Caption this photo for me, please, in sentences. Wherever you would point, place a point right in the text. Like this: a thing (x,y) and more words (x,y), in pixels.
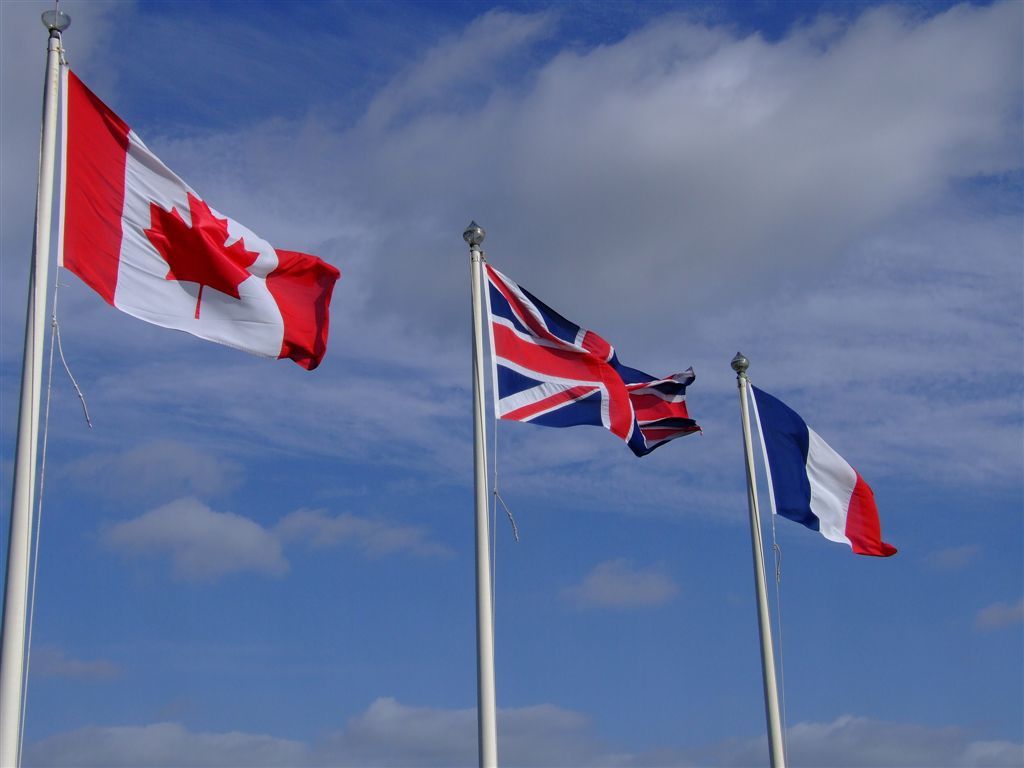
In this image in front there are three flags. In the background of the image (554,129) there is sky (524,73).
